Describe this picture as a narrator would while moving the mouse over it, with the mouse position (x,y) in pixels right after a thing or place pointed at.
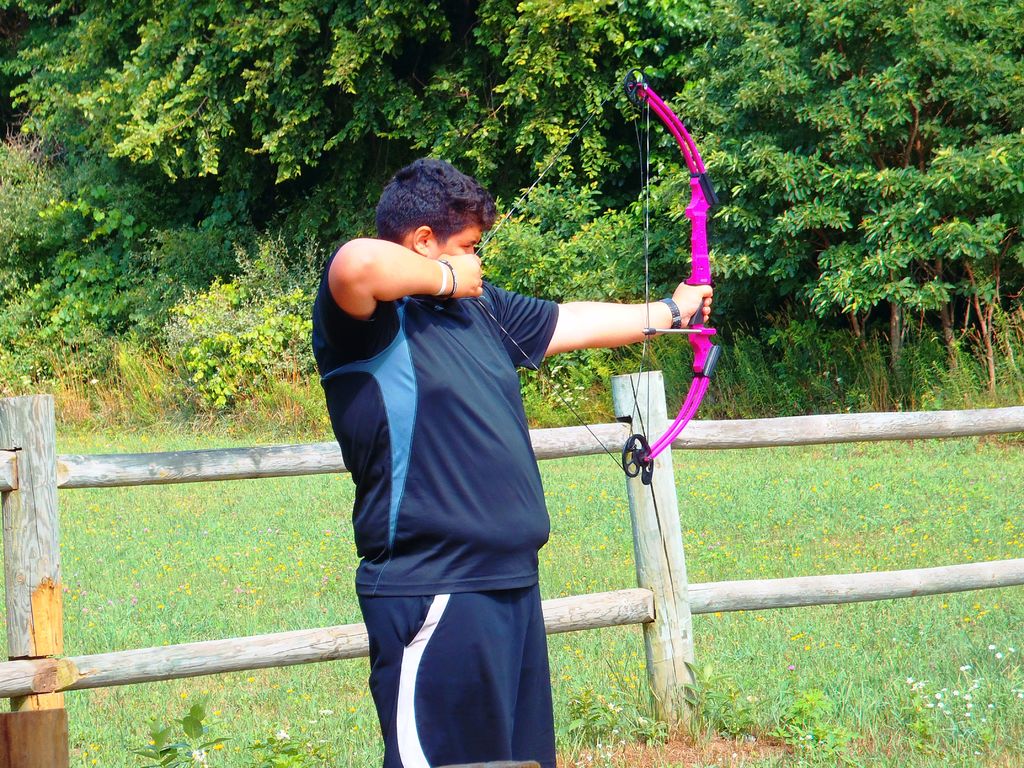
This image consists of a man (451,520) wearing a blue colored jersey (454,590) and a short (504,703) is shooting with an arrow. Beside him, we can see a fence (308,655) made up of wooden sticks (4,673). At the bottom (722,699), there is green grass (821,717) on the ground (848,708). In the background (194,142), there are many trees (388,170).
